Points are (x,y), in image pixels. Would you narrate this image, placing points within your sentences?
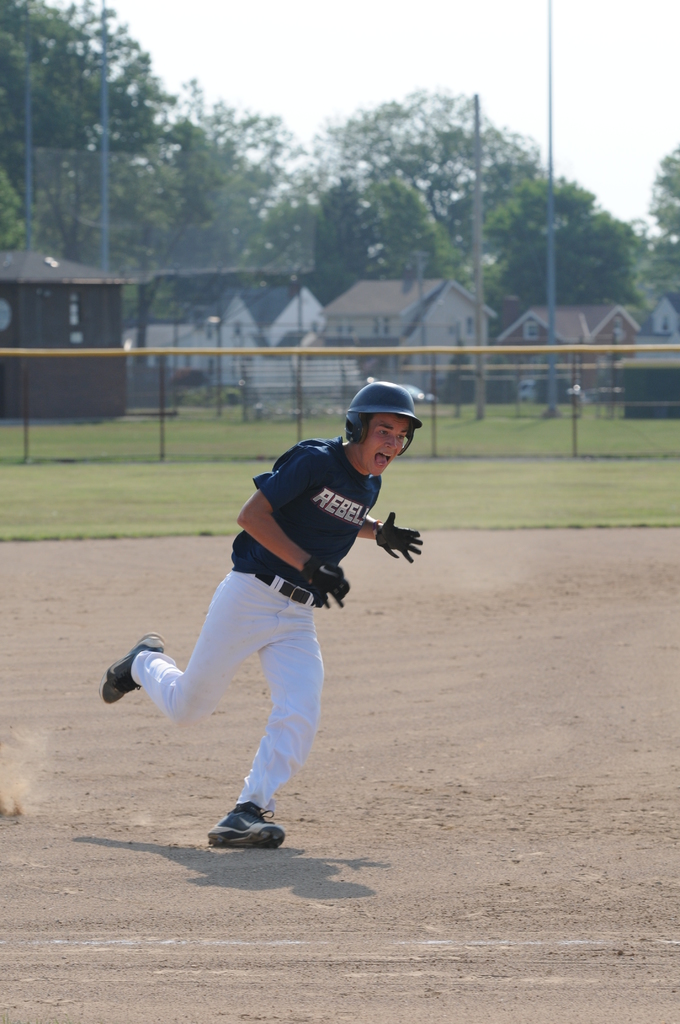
In this image we can see a person (280,547) wearing a helmet (358,410) is running on the ground (444,665), behind him there is a net fencing (487,389). In the background of the image (536,314) there are houses (437,307), poles (475,287), trees (452,188) and sky (474,43).
